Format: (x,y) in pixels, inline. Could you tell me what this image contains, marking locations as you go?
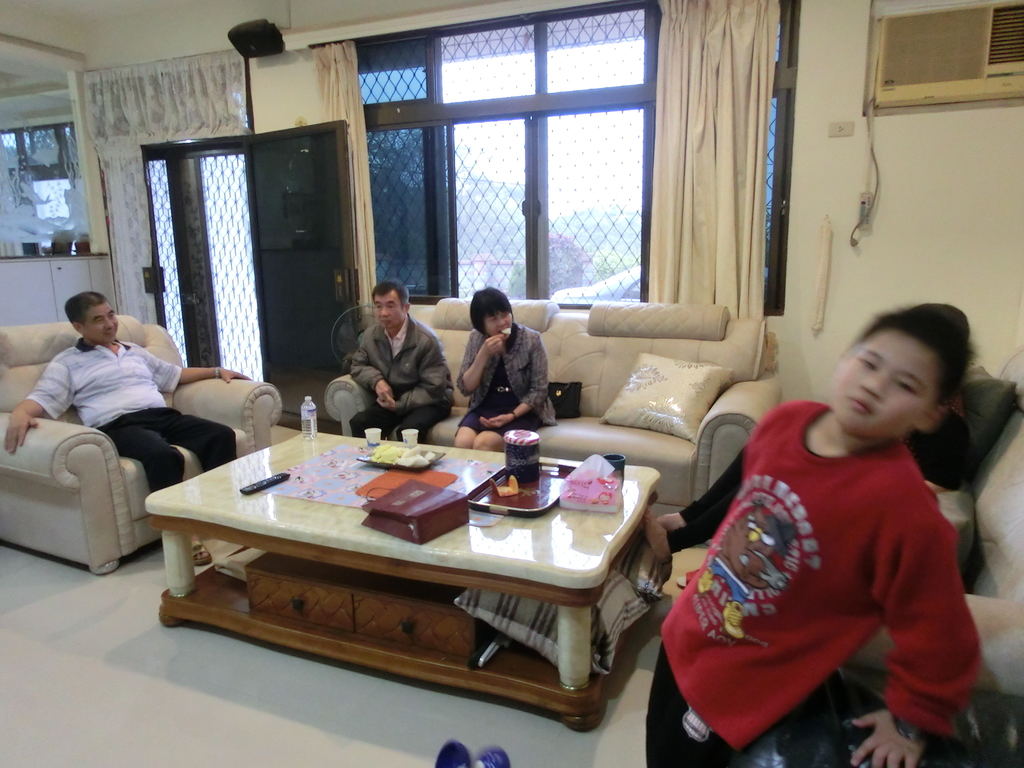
This is a picture taken in a room (267,465), there are three persons (144,399) sitting on chairs (78,446) and the boy (723,589) in red t shirt (749,623) was standing on the floor (590,740) in front of these people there is a table (504,576) on the table (509,571) there are remote control (256,485), bottle (310,418), cups (377,433), tray (522,509), tissue (601,500), bag (418,511) and some food items (415,452). Behind the people (129,390) there is a glass window (495,228) with curtains (691,170), door (256,214) and a wall (921,230). On the wall (921,230) there is a AC (926,87).
